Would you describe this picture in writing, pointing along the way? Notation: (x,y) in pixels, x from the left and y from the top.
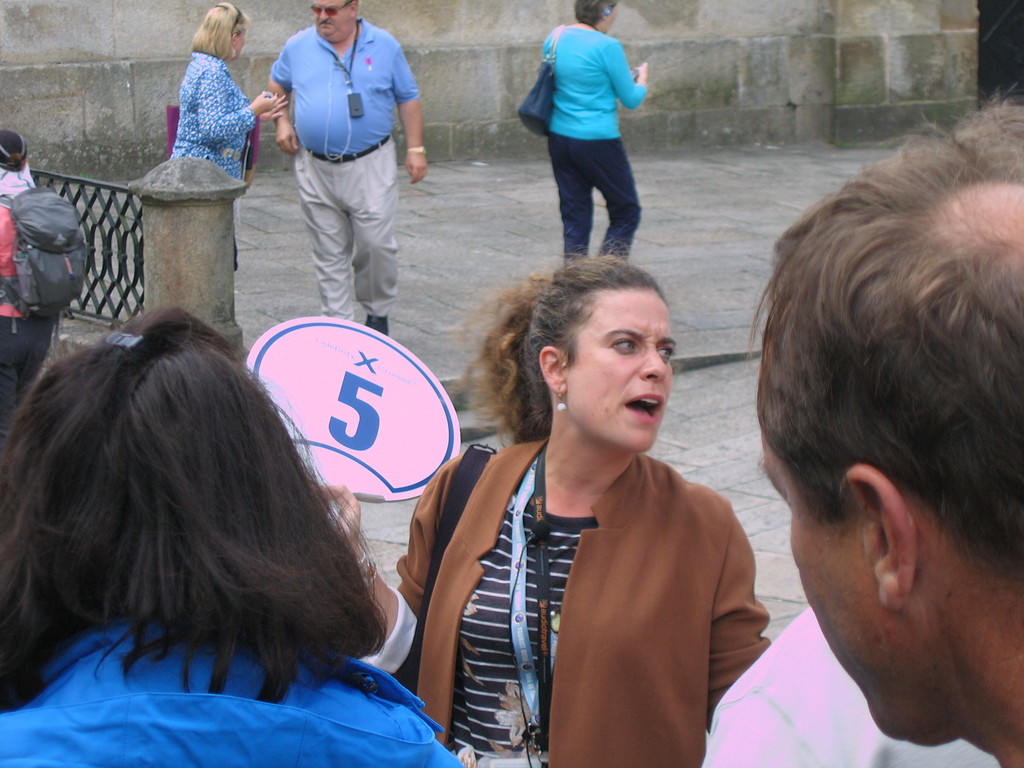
In the image we can see there are people (928,596) standing on the ground (459,184) and there is a woman (472,557) holding placard (386,408) on which it's written ¨5¨.
